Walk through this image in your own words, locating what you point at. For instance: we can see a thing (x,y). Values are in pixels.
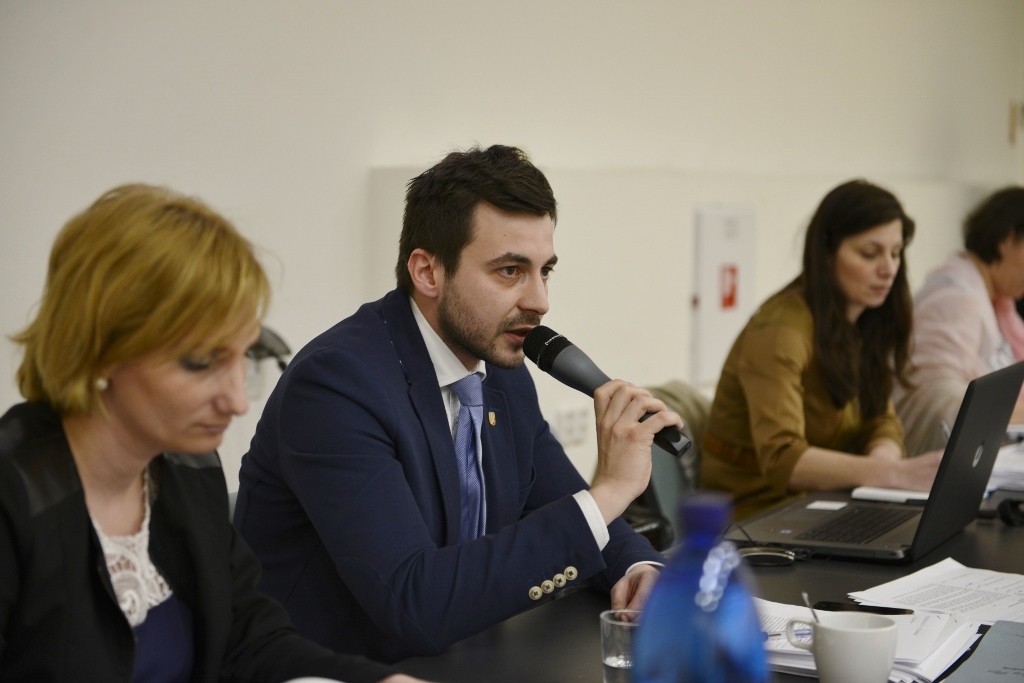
In this picture there are some people (372,338) sitting on the chairs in front of the table (780,570) on which there are some papers (868,595), laptop (853,506) and a cup (851,668).
